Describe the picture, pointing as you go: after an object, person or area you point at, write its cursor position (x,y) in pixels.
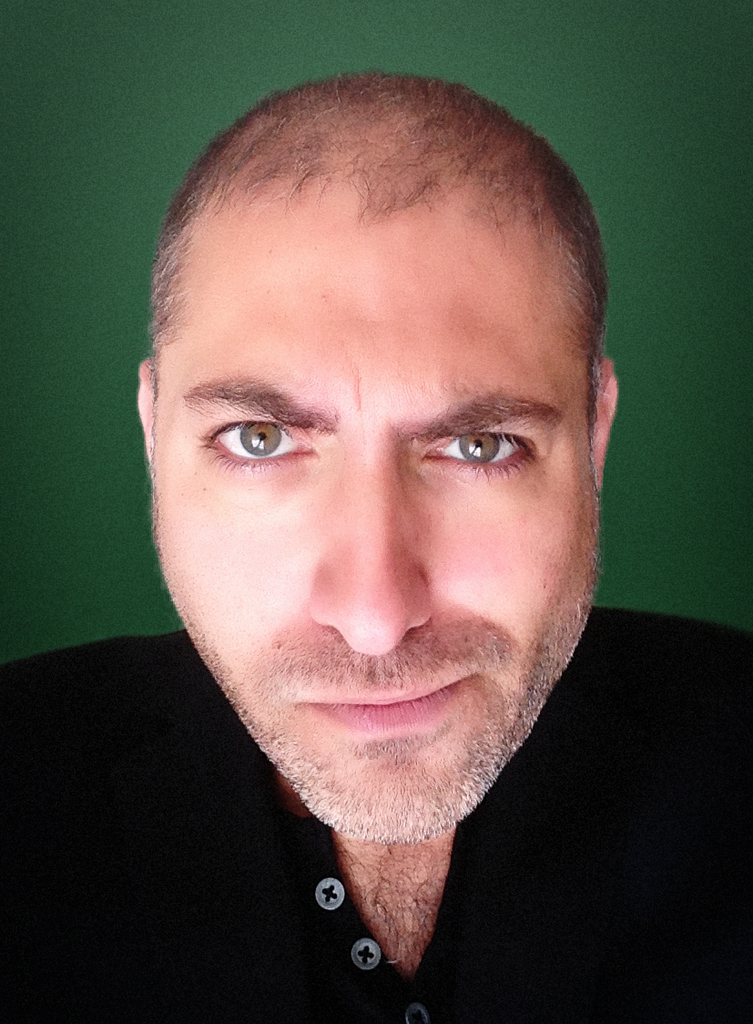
In this picture we can see a man (354,856) in the front (364,759), there is a green color background (616,65).
